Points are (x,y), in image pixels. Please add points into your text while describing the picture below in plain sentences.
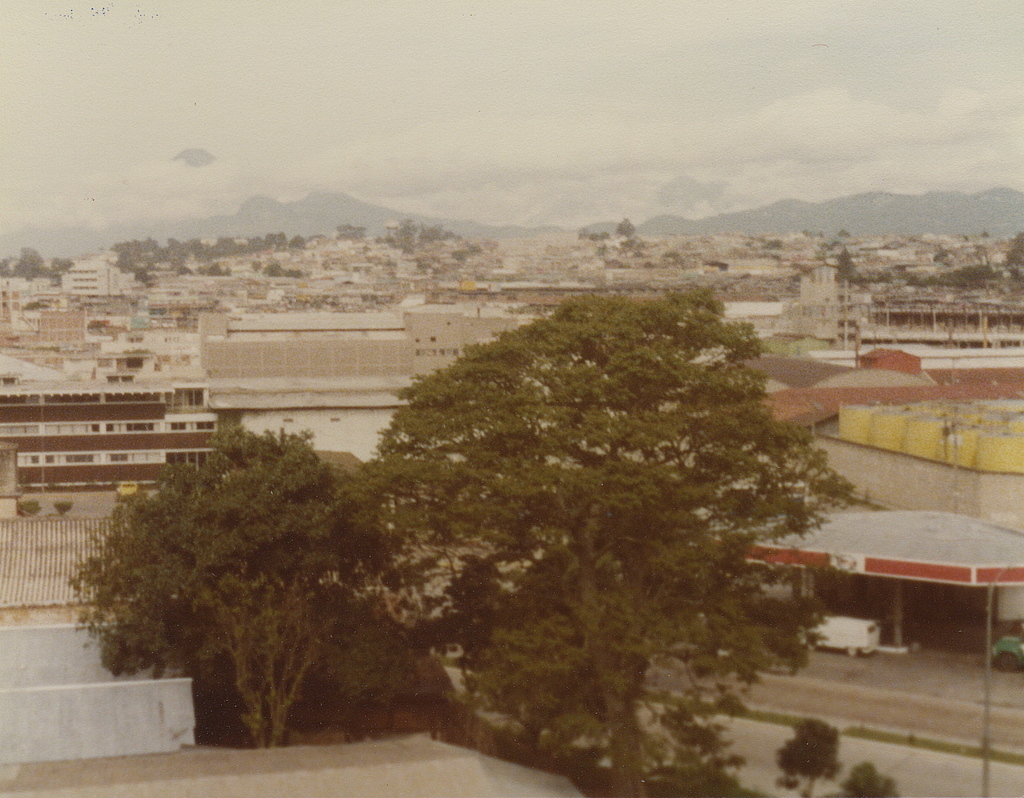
As we can see in the image there are trees (644,581), truck (846,621), buildings (64,303) and a sky (440,112).
